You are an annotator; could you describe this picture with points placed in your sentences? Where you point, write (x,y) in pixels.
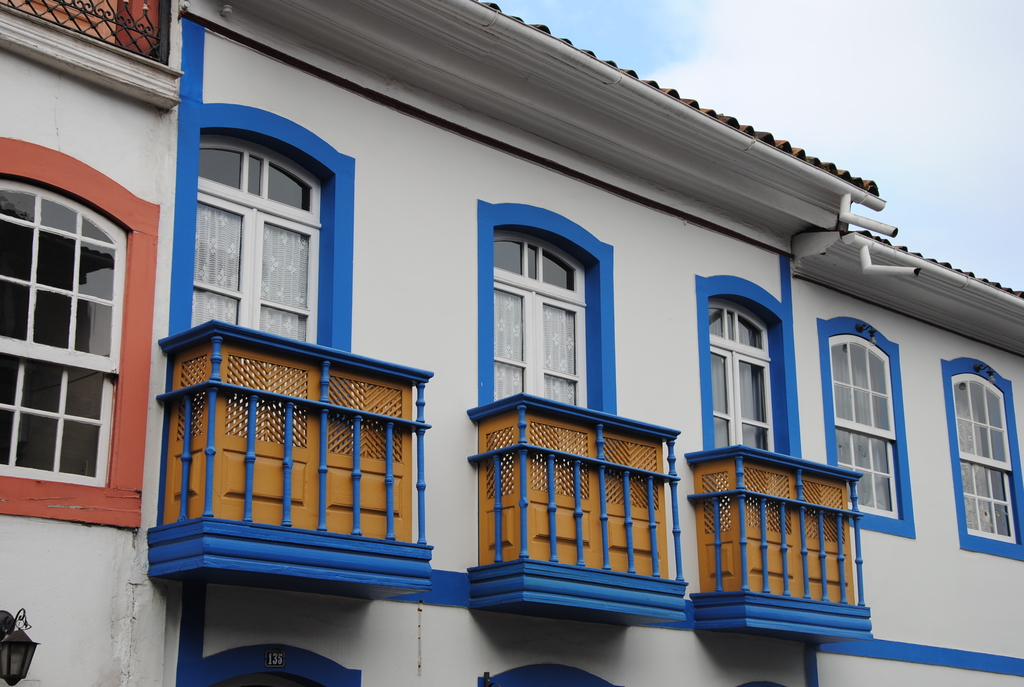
In this picture we can see a building (628,487) with windows (91,474), balconies (648,507) and pipes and on the building (38,624) there is a light (28,649). Behind the building (818,323) there is the sky (930,149).
